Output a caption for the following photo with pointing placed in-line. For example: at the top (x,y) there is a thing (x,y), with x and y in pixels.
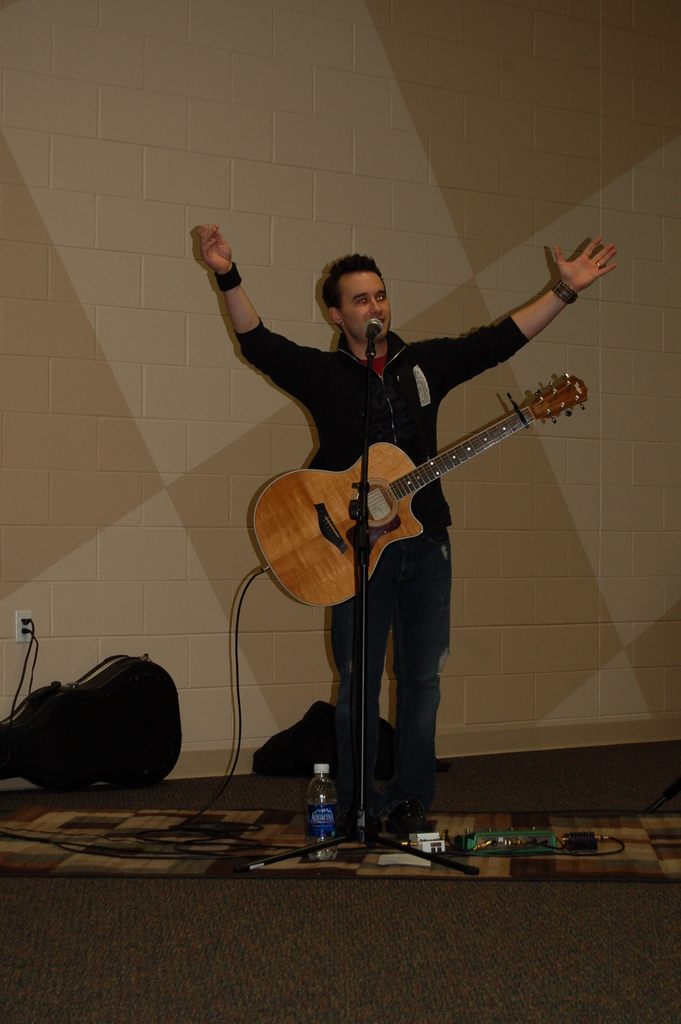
In this picture man (383,563) is standing in the center (388,541) holding a musical instrument (324,510) along with him in front of the mic (360,501). On the floor (340,827) there is a bottle (326,799), bag (142,735). In the background (182,207) there is a wall (170,191).
